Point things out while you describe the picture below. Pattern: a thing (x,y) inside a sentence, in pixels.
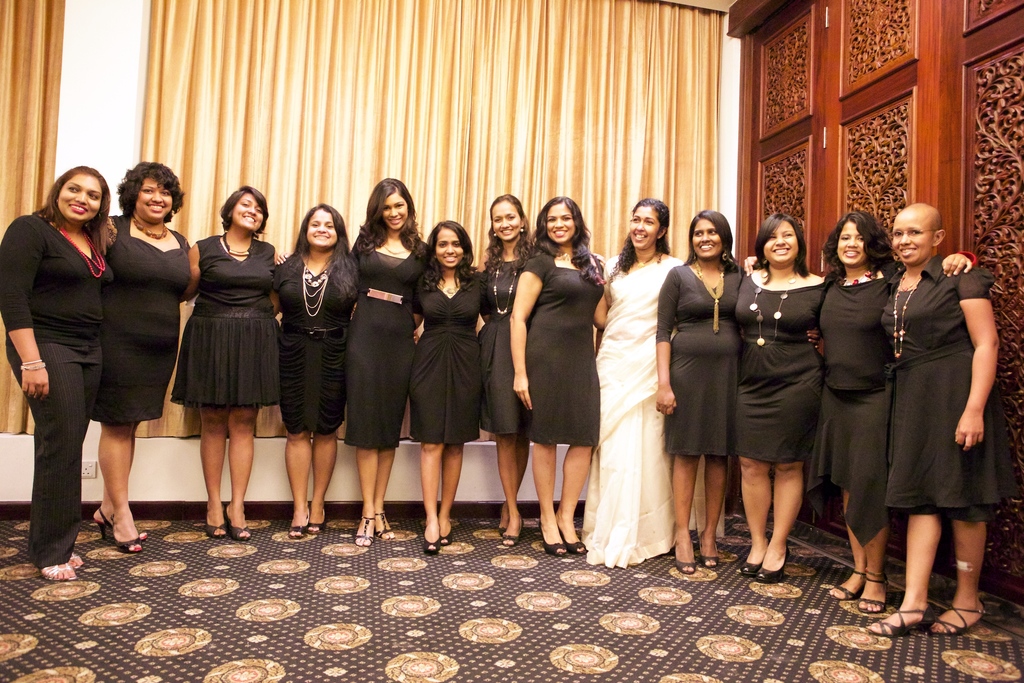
In this image center there are a group of people (406,366) standing and in the background (429,129) there are curtains (413,132), wall (731,226) and on the right side of the image (867,149) there might be a wardrobe (857,83). At the bottom (450,621) there is floor (546,621).
